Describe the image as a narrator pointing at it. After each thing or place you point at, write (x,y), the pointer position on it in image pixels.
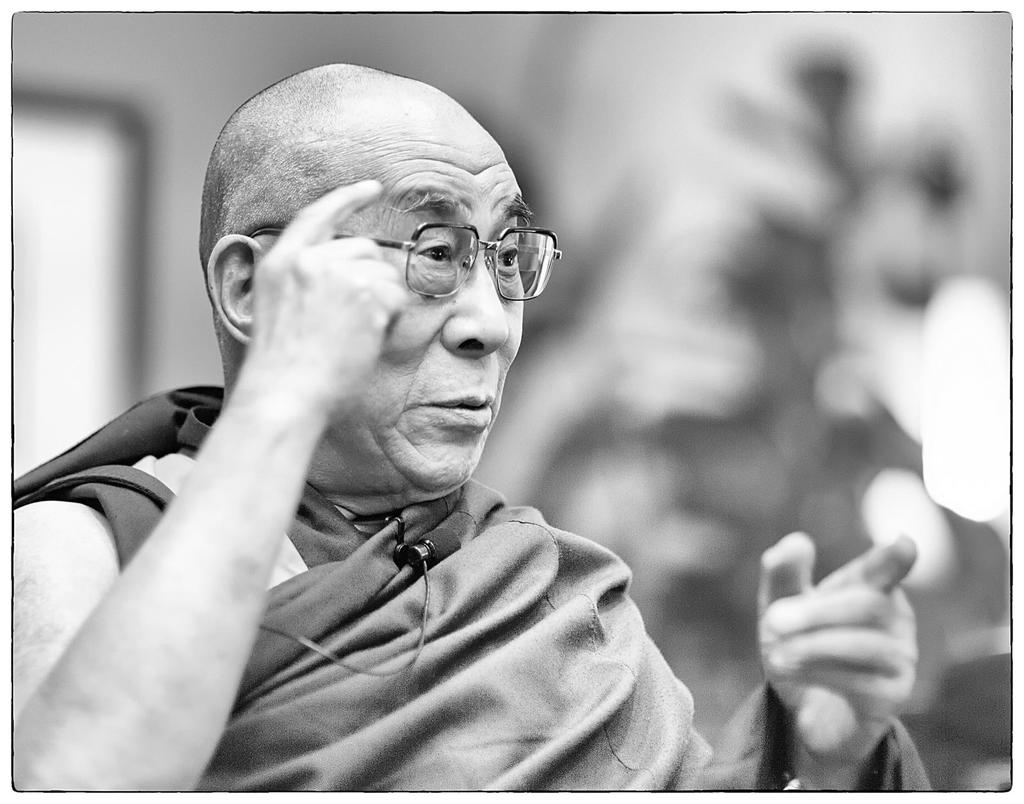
I see that this is a black and white image and I see a man (194,772) over here who is wearing spectacle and I see a wire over here and it is blurred in the background (865,369).
